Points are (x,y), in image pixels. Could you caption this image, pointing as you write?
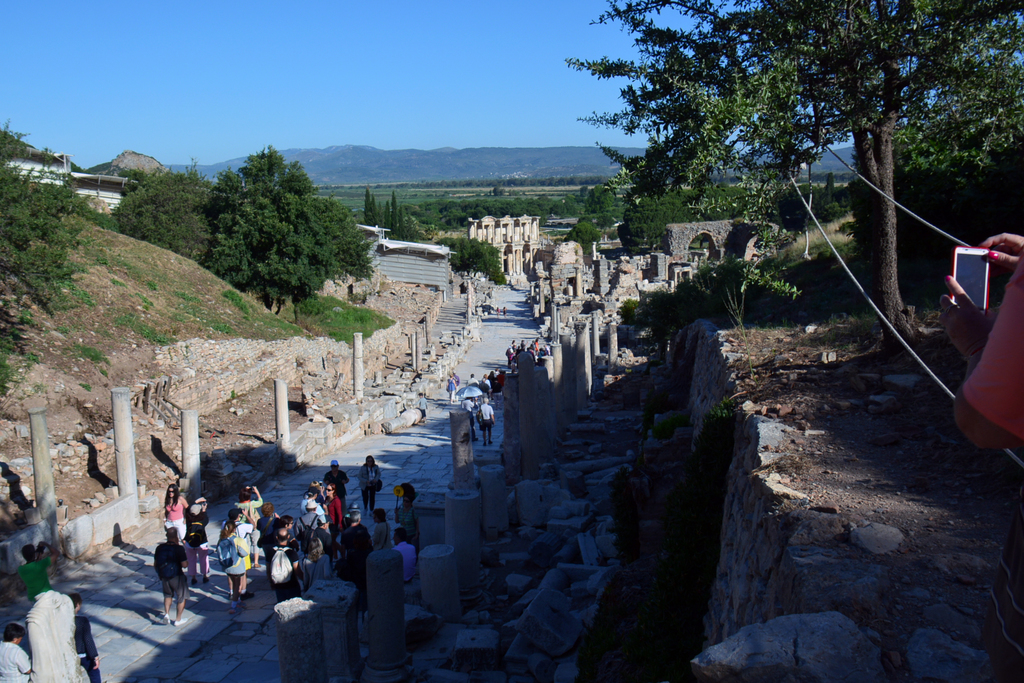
In this image I can see a fort (567,259), pillars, trees (658,218), few rocks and mountains (533,154). I can see few people (282,516) are walking and few are wearing bags (243,542). The sky (295,106) is in white and blue color.
